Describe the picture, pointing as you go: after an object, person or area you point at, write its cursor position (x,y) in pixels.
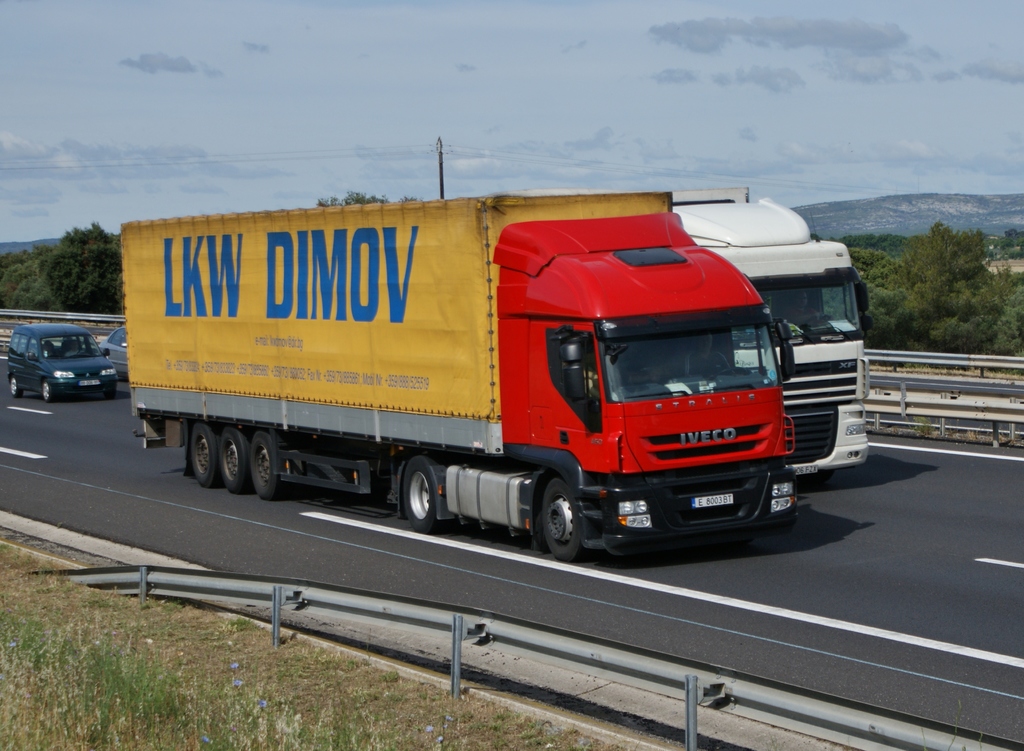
In this picture, we see a truck (447,445) in yellow and red color is moving on the road (722,561). Behind that, we see cars (78,360) and a vehicle (782,316) in white color is moving on the road (685,592). In the left bottom of the picture (183,663), we see grass (144,658). There are many trees (58,262) and hills (953,224) in the background (915,218). There is also an electric pole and wires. At the top of the picture (604,153), we see the sky (467,139).
